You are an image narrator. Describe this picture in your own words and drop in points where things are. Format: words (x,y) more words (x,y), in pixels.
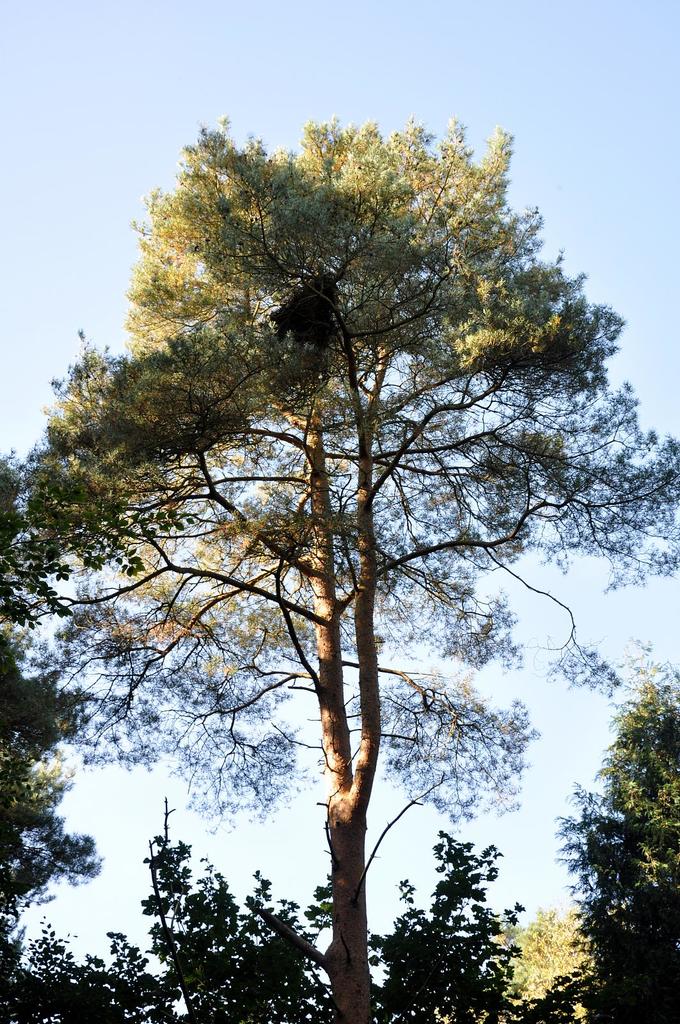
In this image I can see number of trees (256,632) in the front (306,606) and in the background (115,576) I can see the sky (296,131).
